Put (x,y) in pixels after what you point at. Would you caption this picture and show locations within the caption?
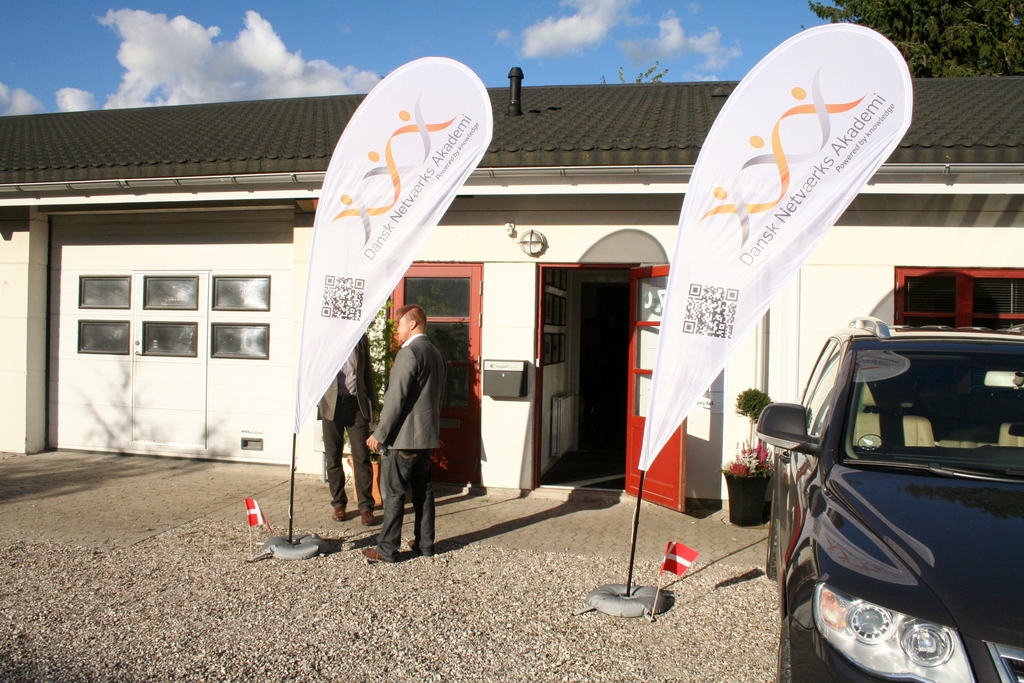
In this image there are two persons (366,464) standing, on either side of the persons (338,451) there are flags (396,139) and a car (898,351) is parked near to the flag (687,342) in the background (45,241) there is a house (769,314) to that house (179,310) there are windows (989,287) and doors (131,310), in the background (931,19) there is tree (890,19) and blue sky (366,27).
